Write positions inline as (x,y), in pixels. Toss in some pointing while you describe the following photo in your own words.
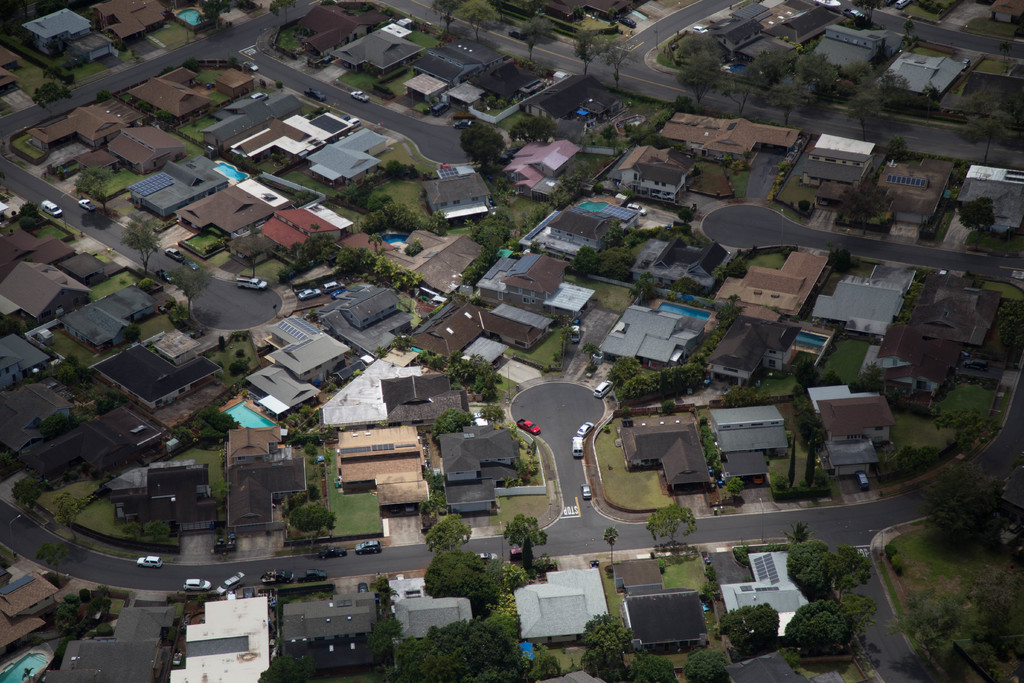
In this image we can see many buildings (303,238). Also there are trees (496,385), roads (343,570) and vehicles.
